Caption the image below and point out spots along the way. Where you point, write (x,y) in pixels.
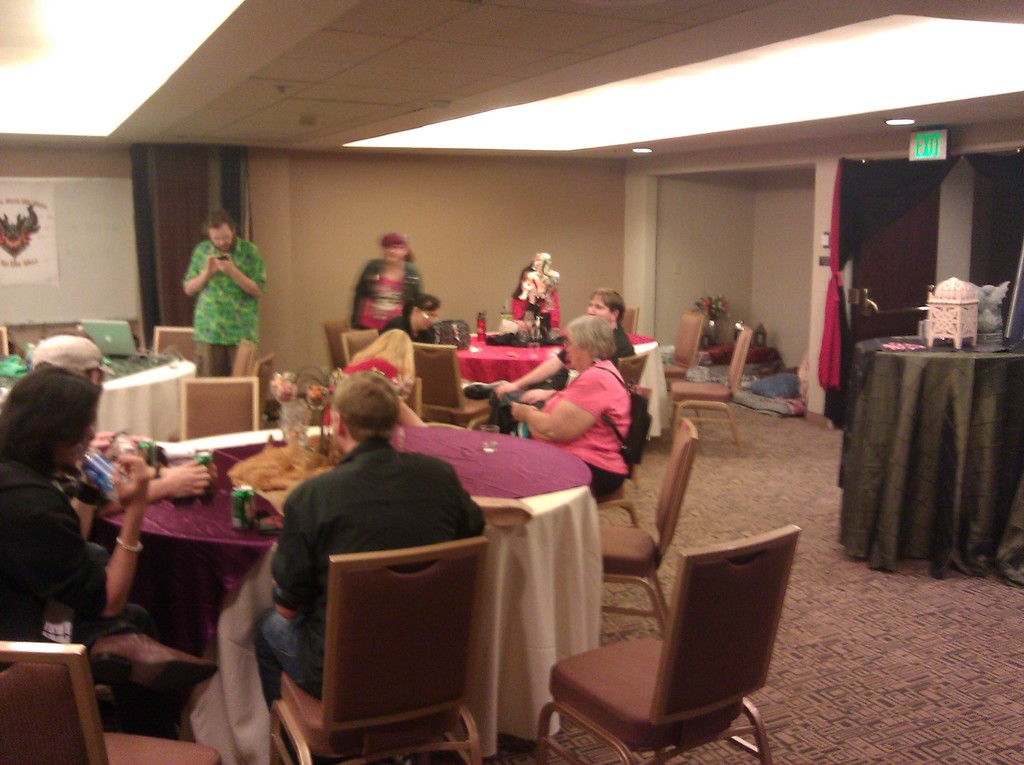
At the top (516,82) we can see ceiling (403,75) and lights (738,93). this is a exit board (917,154). This is a door (886,281). on the floor (906,698) we can see few persons (243,259) standing in front of a table (245,544) and on the table (216,523) we can see tins (233,502), flower vase (293,394), laptop (122,346). Few persons (584,332) are sitting on chairs (460,611). This is a floor (877,709).
